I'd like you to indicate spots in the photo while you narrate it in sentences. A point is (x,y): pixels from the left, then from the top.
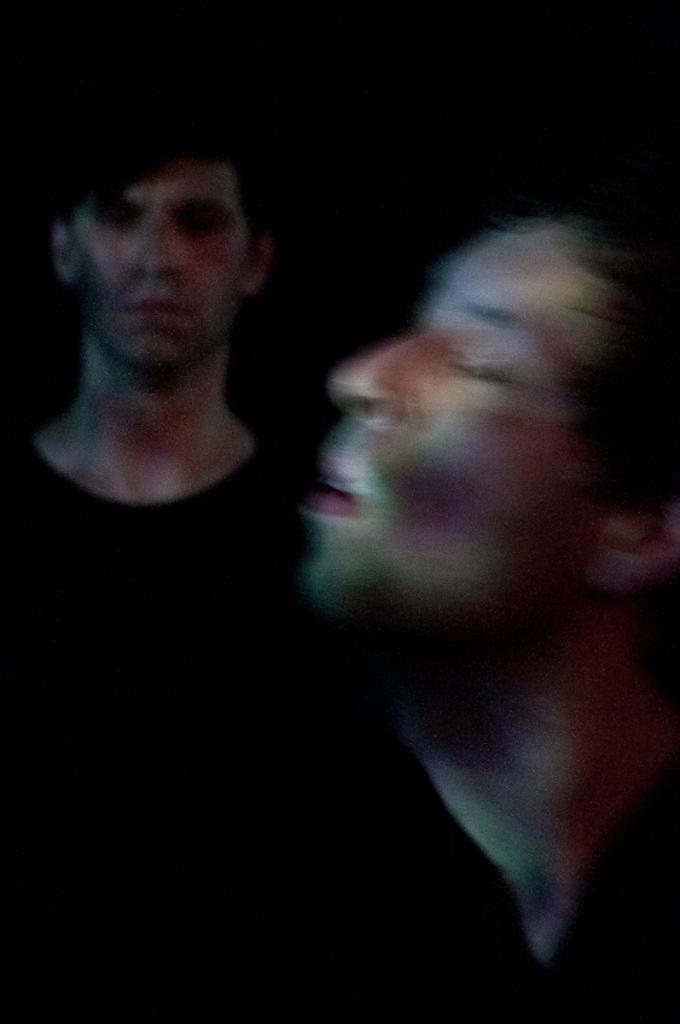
In this picture I can observe two members (334,456). The background (376,115) is completely dark.
